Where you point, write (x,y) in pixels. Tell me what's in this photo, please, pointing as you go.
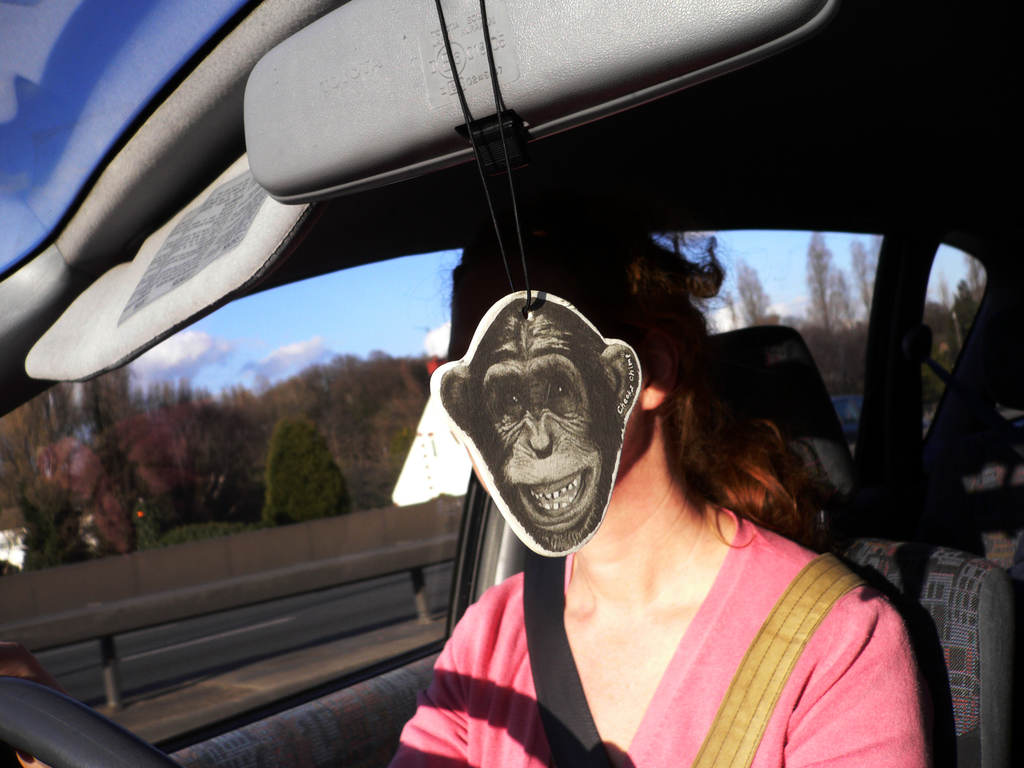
This image is clicked inside a vehicle (400,688). There is a person (748,628) sitting on the seat (927,617). The person (577,632) is wearing a seatbelt (545,670). Beside the person (516,618) there are windows (315,545) to the vehicle (364,56). Outside the windows (228,501) there are trees (286,413) and sky (384,301). At the top (350,50) there is an object (425,44). There is a mask (508,388) of a monkey (515,413) hanging to the object (480,84).
